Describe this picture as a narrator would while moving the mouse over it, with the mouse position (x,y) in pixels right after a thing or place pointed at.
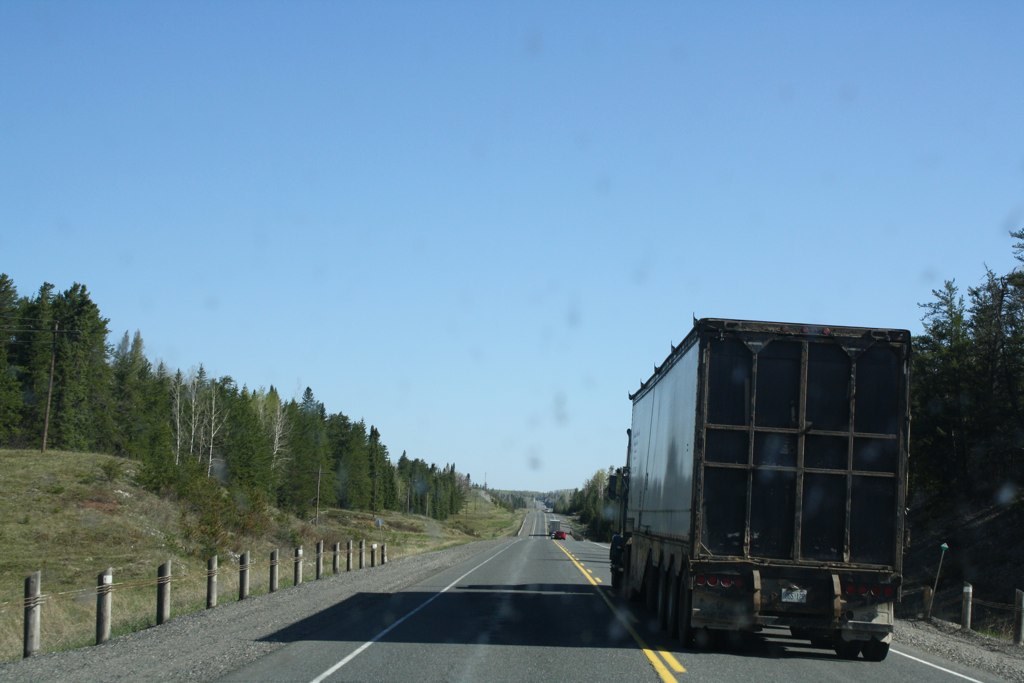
In this image we can see some vehicles (756,537) on the road (641,675) and we can see the fence (28,641). There are some trees (160,471) and grass (128,542) on the ground (99,540) and at the top (244,122) we can see the sky (701,45).
